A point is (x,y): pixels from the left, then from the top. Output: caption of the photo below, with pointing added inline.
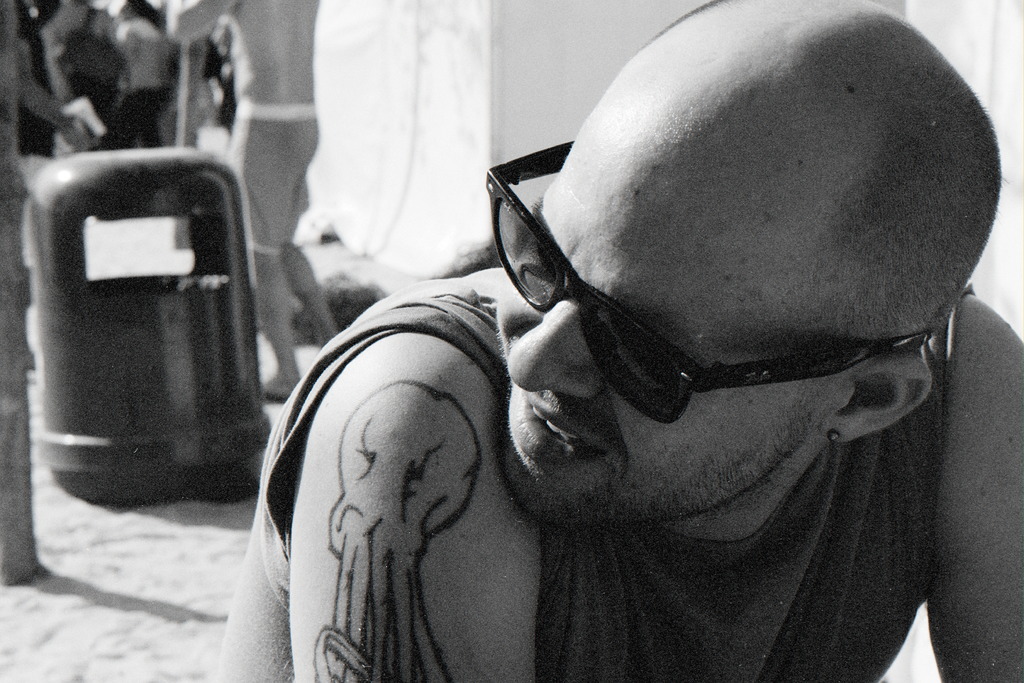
In this picture we can see person (395,470) sitting, behind we can see few people (126,17) are walking on the sand (61,655) and we can see dustbin (106,318).
